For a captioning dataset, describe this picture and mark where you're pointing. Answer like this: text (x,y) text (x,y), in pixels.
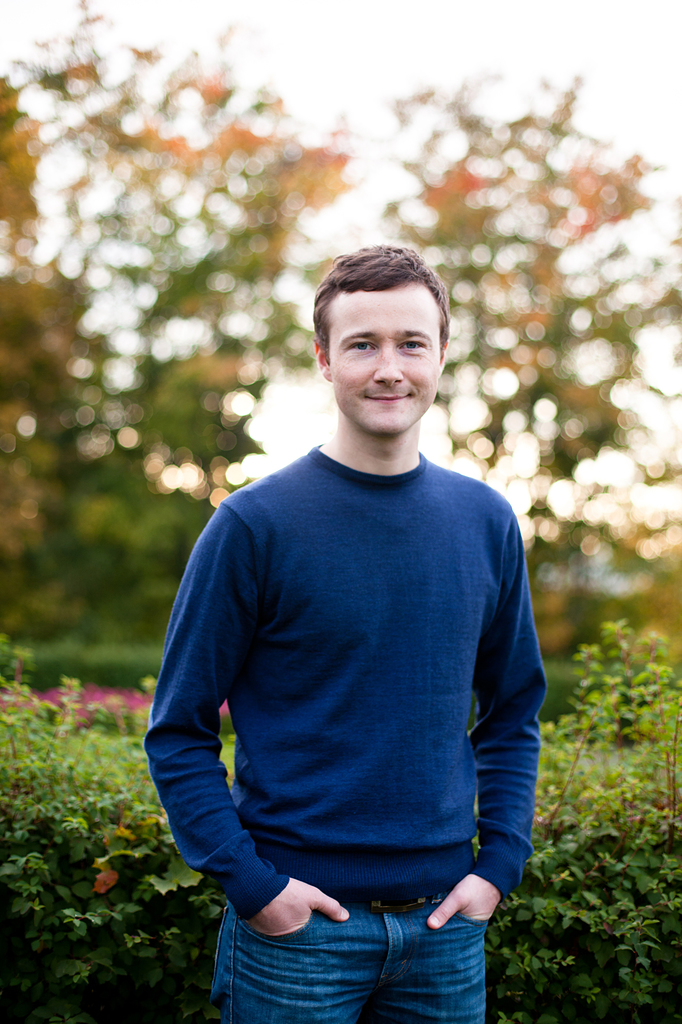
In the center of the image (385,398) we can see a man (348,919) standing. He is wearing a blue shirt (369,652). In the background (83,830) there are bushes (641,839) and trees (518,316).
